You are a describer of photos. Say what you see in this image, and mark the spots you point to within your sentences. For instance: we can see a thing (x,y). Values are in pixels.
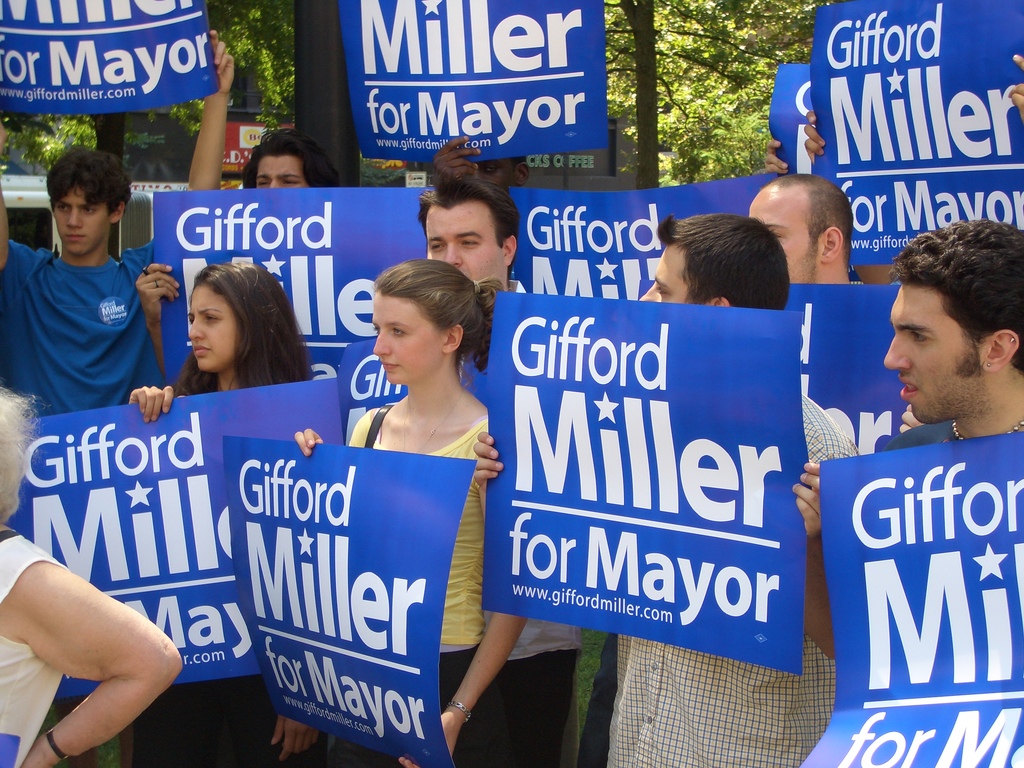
In this image there are group of people (121,625) standing by holding the banners (586,437). At the background (661,177) there are trees (682,98).
